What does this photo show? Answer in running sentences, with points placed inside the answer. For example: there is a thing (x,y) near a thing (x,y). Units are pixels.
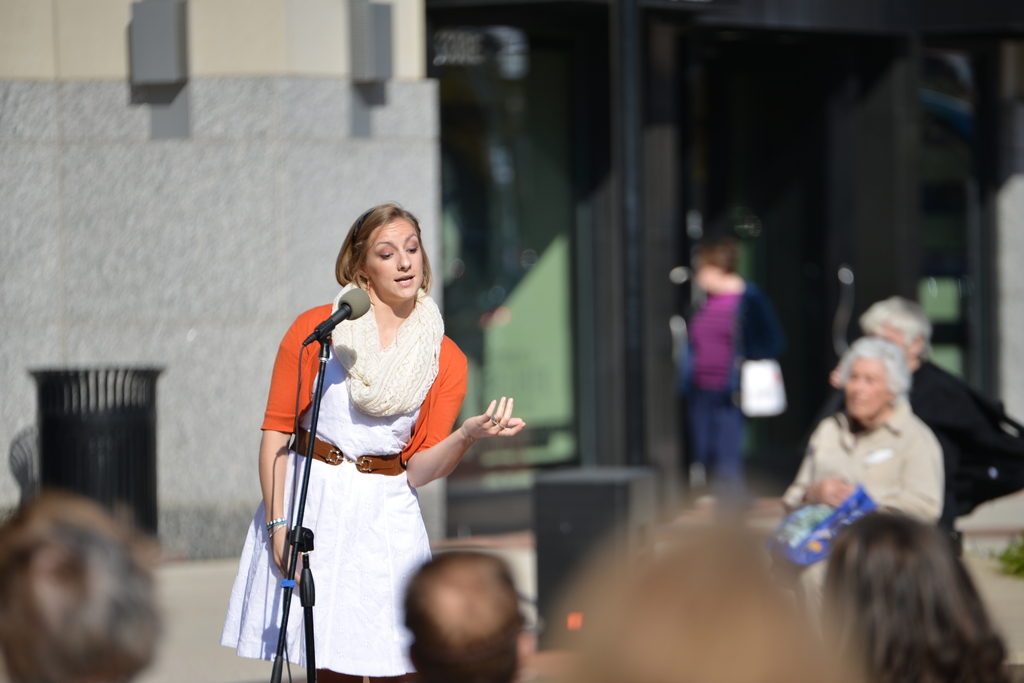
In the center of the image (396,310) there is a lady (342,628) standing near a mic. At the bottom of the image (512,607) there are people (740,575). In the background of the image (494,370) there is a building (537,277). There are people (732,281) walking. There is a black color bin (138,521) to the left side of the image (56,403).
